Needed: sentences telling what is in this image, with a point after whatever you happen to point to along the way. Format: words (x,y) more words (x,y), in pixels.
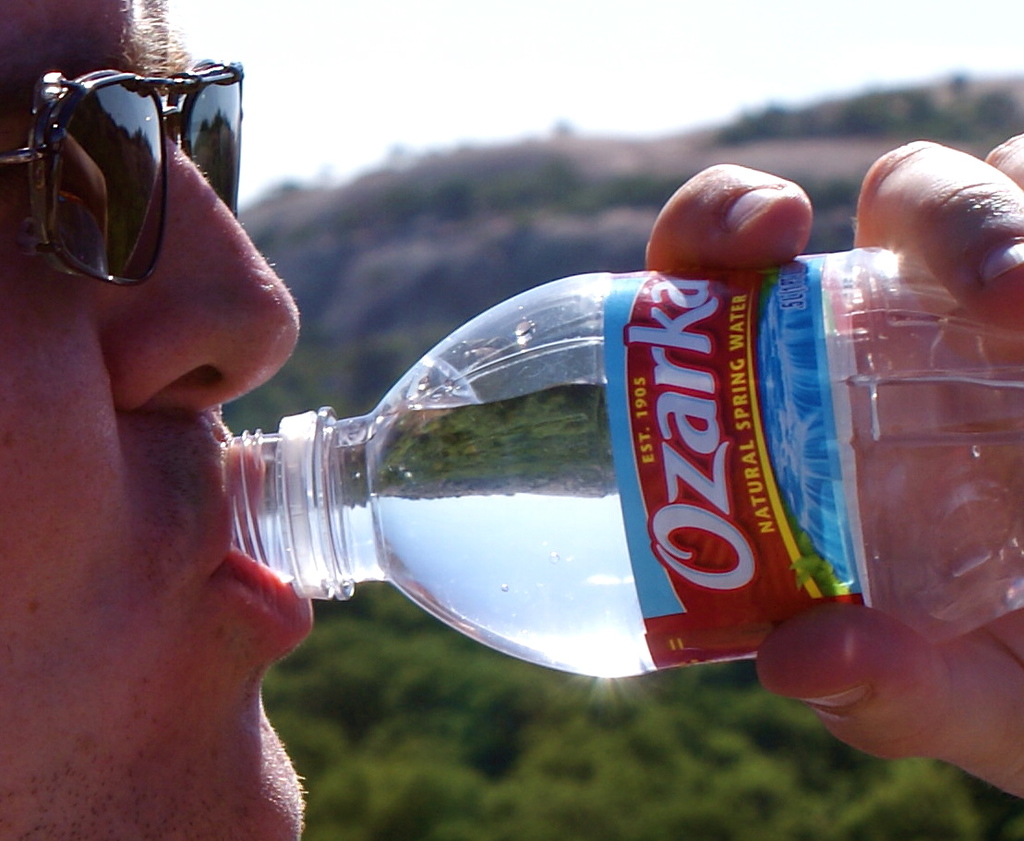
In the picture a person (95,468) is wearing goggles (129,191) is drinking water (380,519) in the background (558,805) there are hills (655,193) and trees (530,790).
